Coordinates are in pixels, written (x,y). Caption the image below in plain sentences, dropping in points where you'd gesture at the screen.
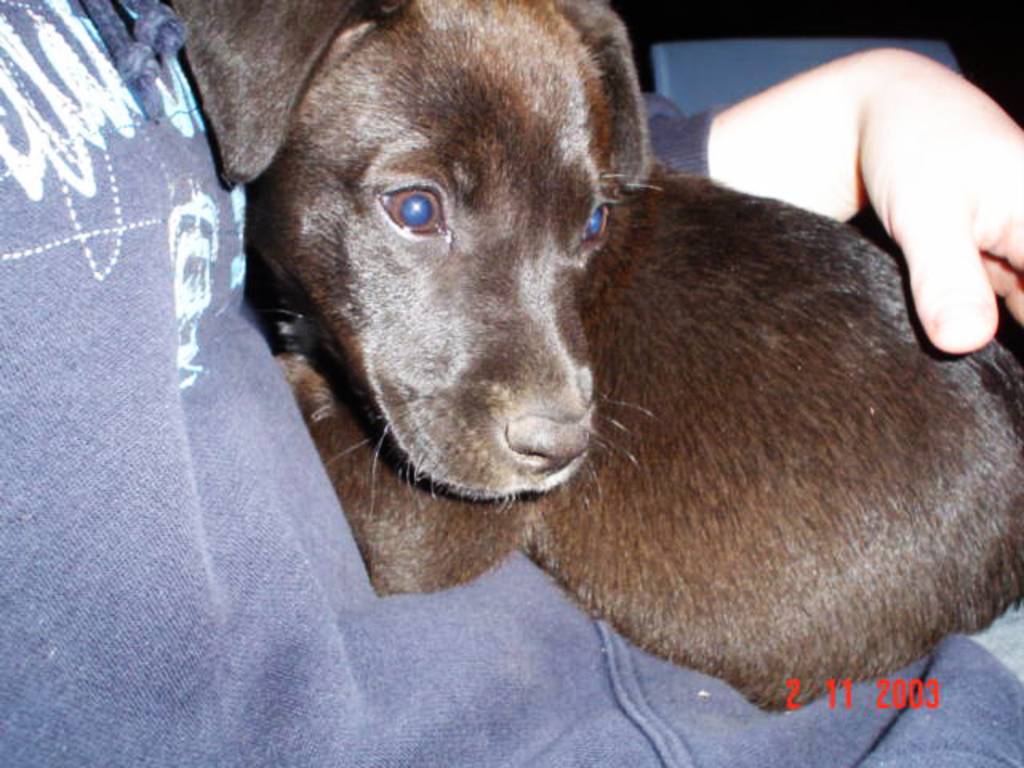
This image consists of a person (509,557). He is holding a dog (747,381). It is in brown color.
